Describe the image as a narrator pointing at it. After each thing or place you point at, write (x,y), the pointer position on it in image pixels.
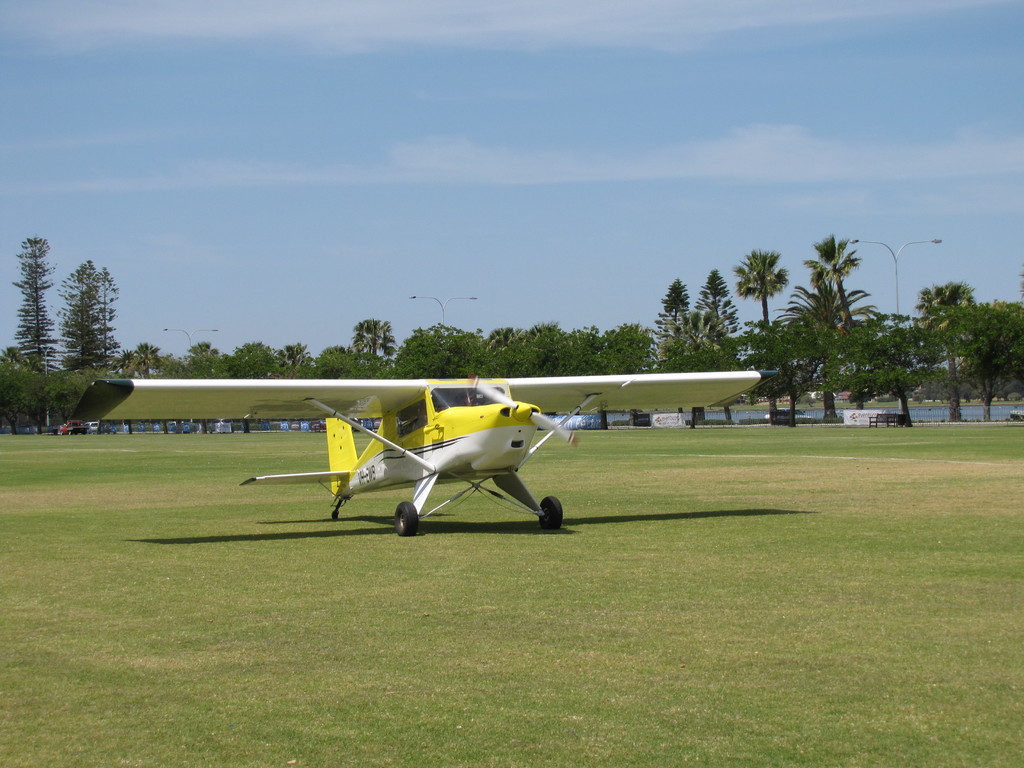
In this picture in the front (478,523) there's grass (475,585) on the ground (538,635). In the center (387,425) there is an airplane (410,417). In the background (489,363) there are trees (457,373) and there are vehicles (82,421) and the sky (786,223) is cloudy.
